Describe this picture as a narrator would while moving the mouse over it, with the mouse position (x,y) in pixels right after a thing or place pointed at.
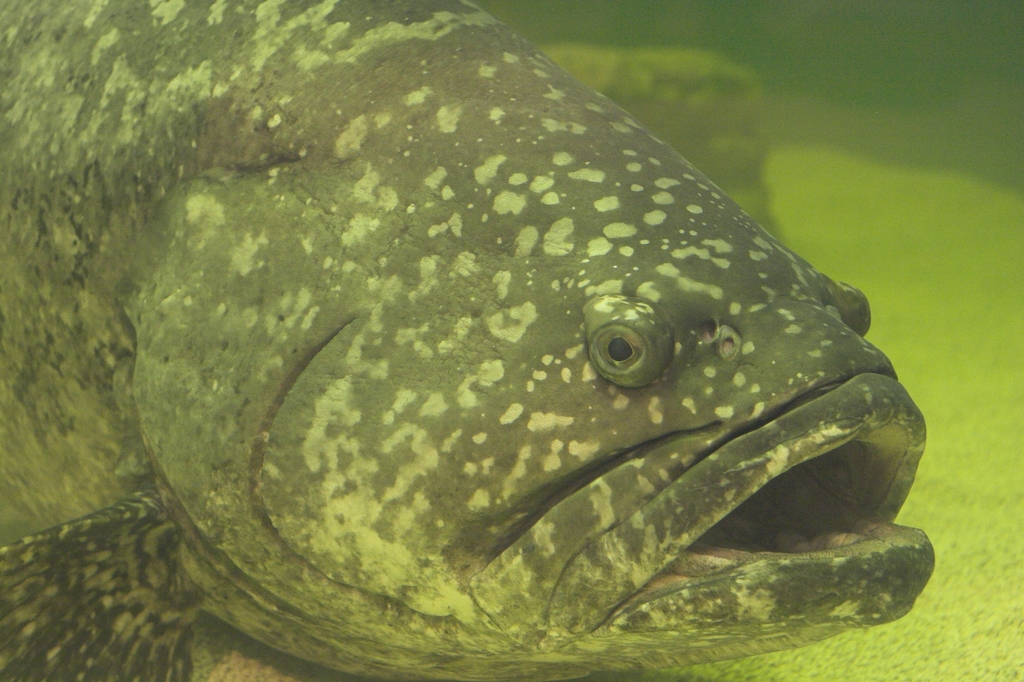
In this image we can see a fish (184,46) in the water (782,211). In the background (809,212) there are objects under the water (1021,381).
